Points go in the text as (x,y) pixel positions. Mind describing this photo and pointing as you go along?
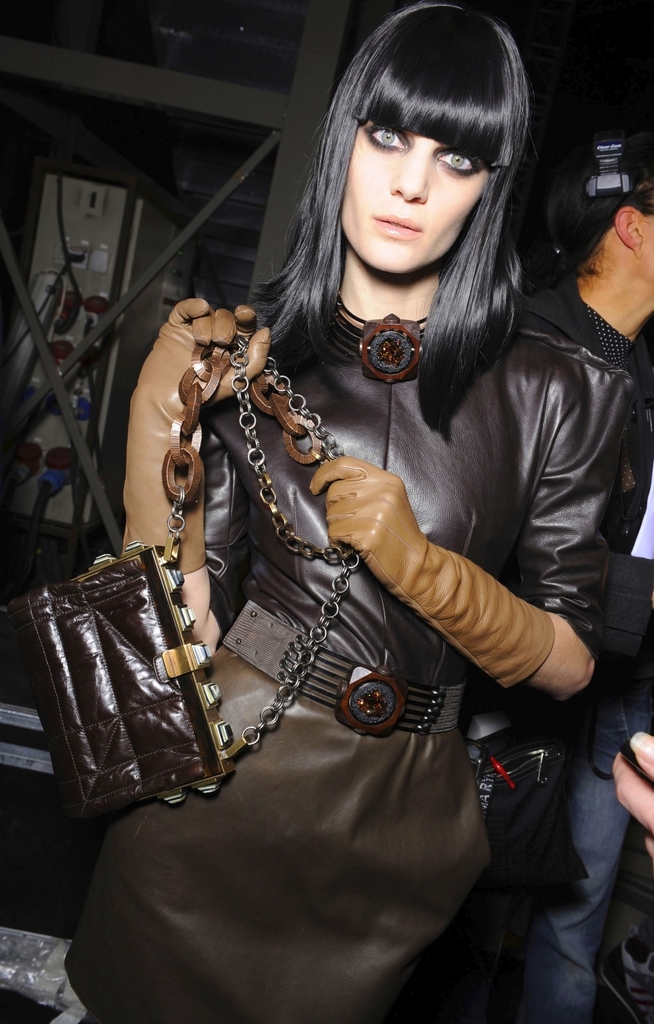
In the image there is a woman (261,454) who is wearing her gloves (393,525) and holding her hand bag (214,722) and background (600,289) there is a man (600,317) who is standing.
